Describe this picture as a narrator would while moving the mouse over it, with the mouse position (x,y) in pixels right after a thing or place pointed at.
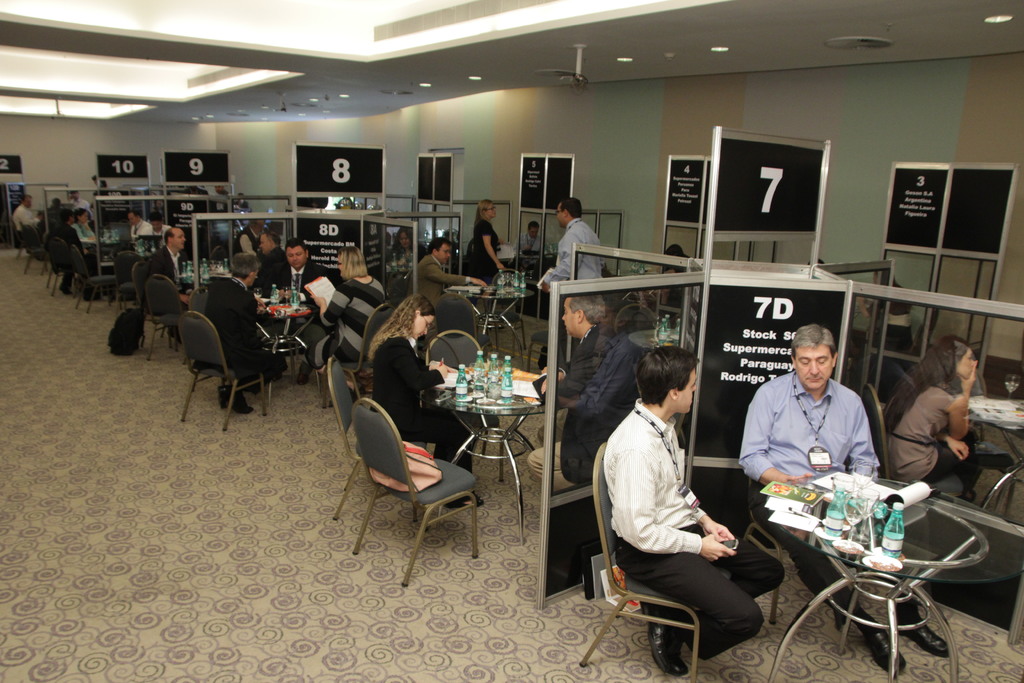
In this image there are different blocks (372,172) based on the numbering (767,199) given on the top of block (331,162). Each block (178,212) have two to three members (641,434) who are sitting around the round table (934,571). On the table (957,550) there are bottles (510,388), papers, files (524,376). At the top (342,70) there is ceiling (204,12) with lights (261,37). To the top right corner (894,110) there is wall (855,96). At the bottom (52,463) there is floor (51,450) which is covered with the carpet (120,433).
